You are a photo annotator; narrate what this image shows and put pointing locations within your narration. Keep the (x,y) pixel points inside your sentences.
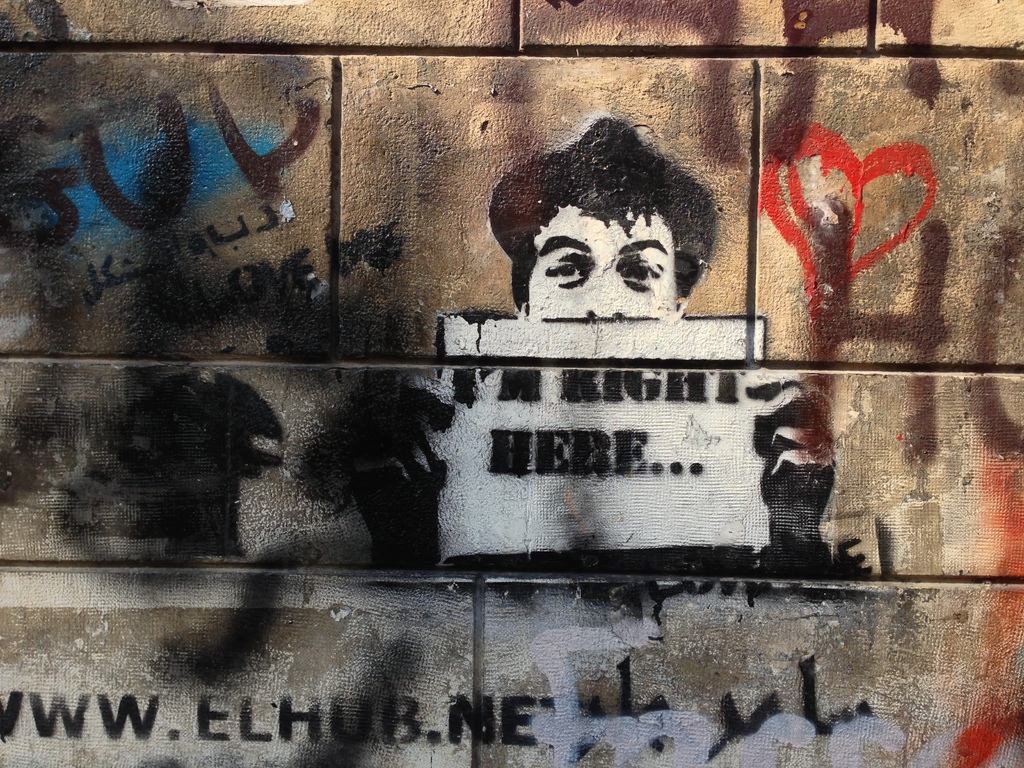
Here we can see drawings (522,279) and texts (147,728) written on the wall (643,633).
